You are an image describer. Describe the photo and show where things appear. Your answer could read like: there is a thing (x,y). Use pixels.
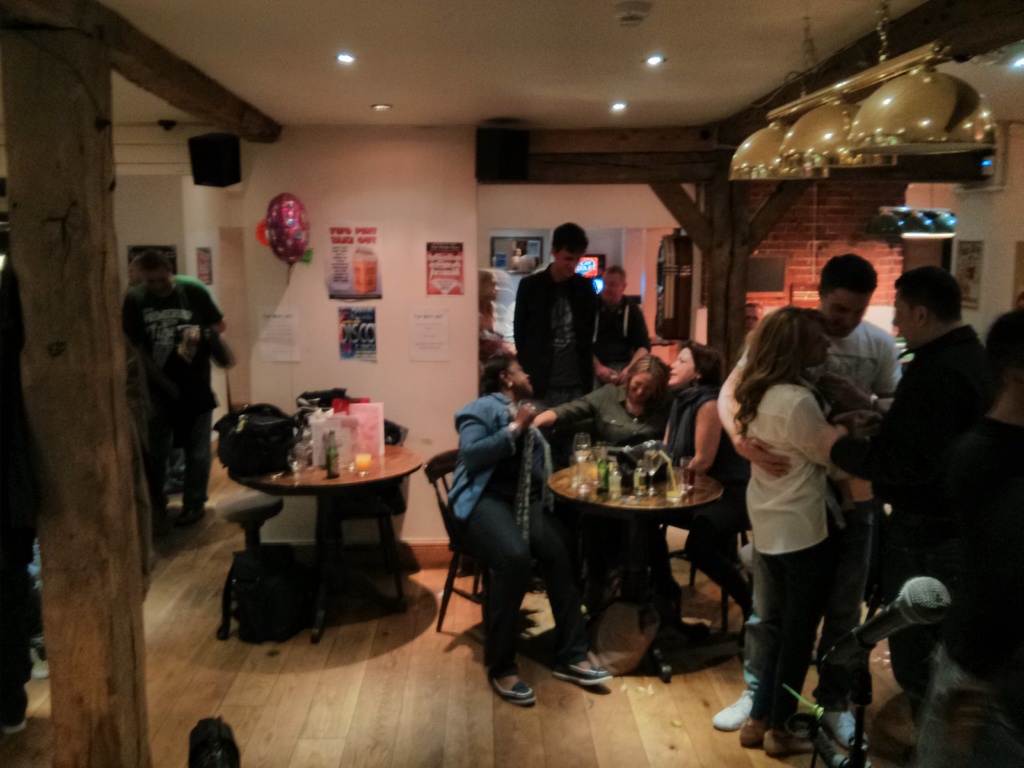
There are group of people (611,431) sitting in chair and there is a table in front of them and there are few people (855,407) standing in the right corner (876,401).
